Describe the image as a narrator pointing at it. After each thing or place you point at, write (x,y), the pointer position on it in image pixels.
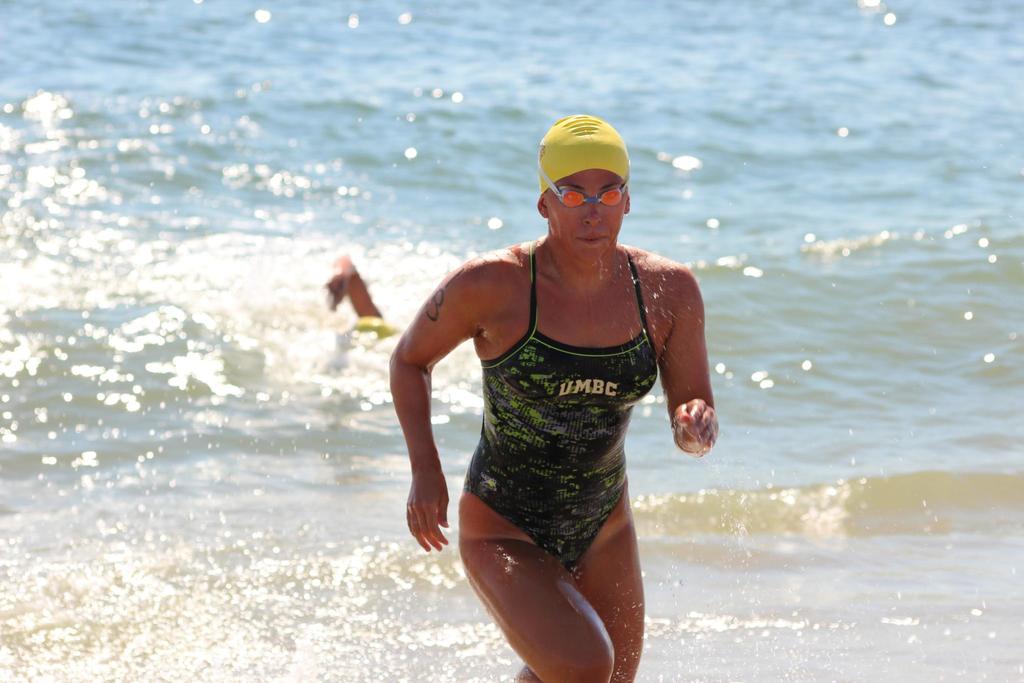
In this image I can see there is a woman (512,462) in the middle (493,422) running on the water (440,165) and background (681,81) is water (693,77).
